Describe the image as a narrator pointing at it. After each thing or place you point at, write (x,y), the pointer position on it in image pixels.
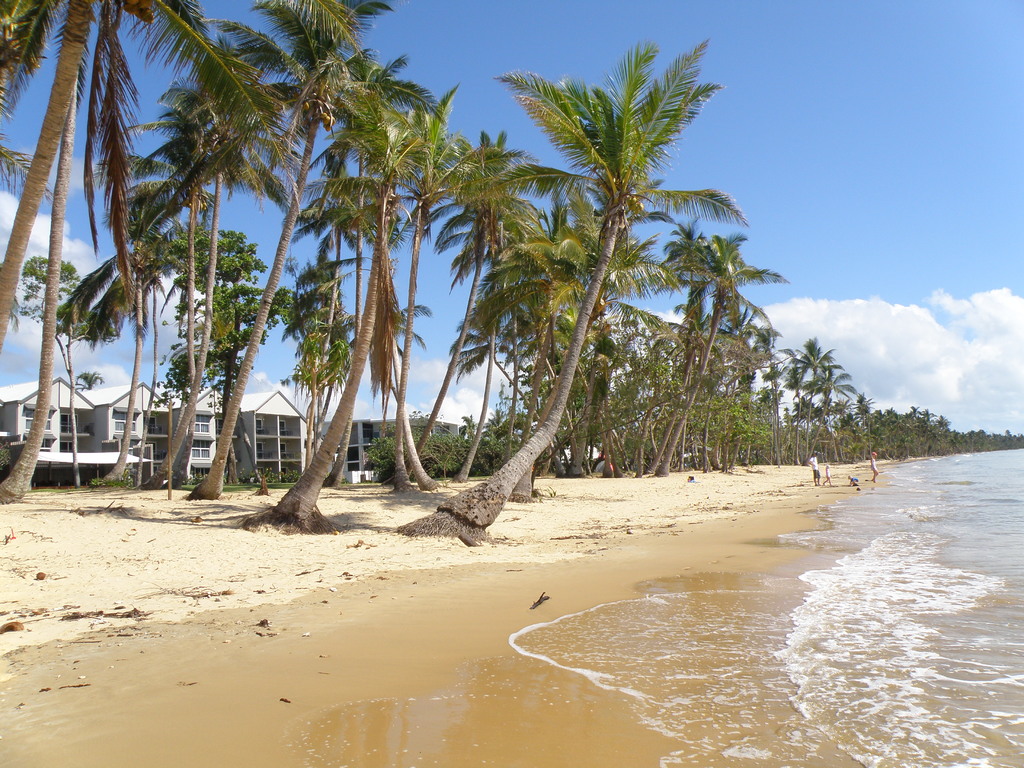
There are people (826,479) standing in the beach area (703,503) as we can see on the right side of this image (871,478). We can see trees (632,383) and buildings (204,426) in the background (358,408) and the cloudy sky (505,119) is at the top of this image (724,187).
